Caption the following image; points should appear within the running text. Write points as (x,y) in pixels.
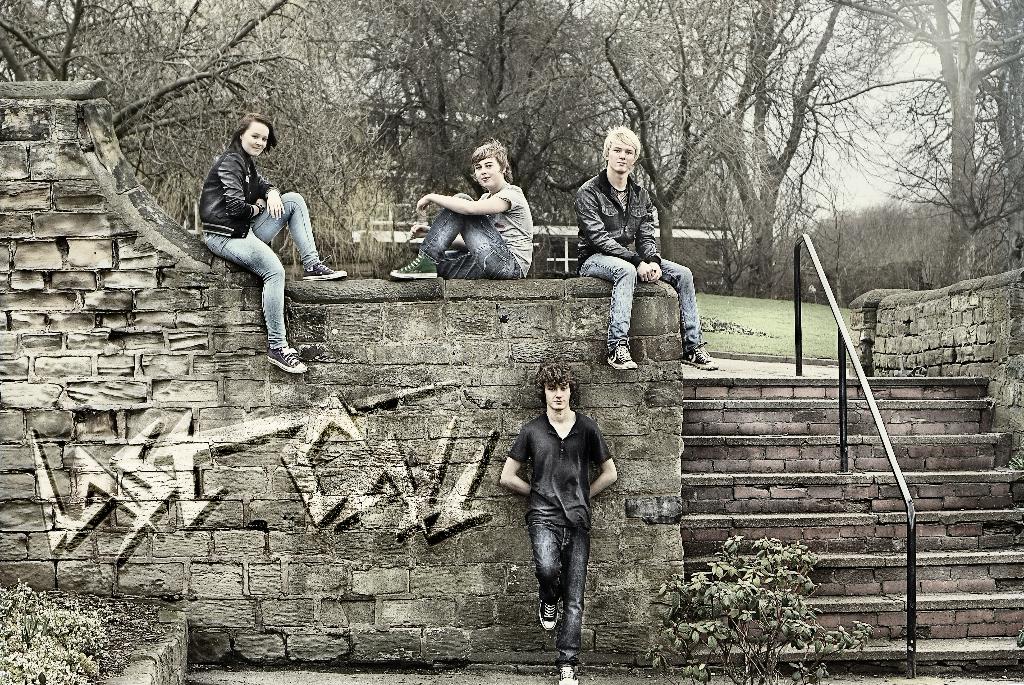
In this image we can see few people (470,240). There are few people (489,237) sitting on the wall (507,308) and a person (554,468) is standing. There is some text (294,465) written on the wall (615,575) in the image. There is a sky (856,161) in the image. There is a grassy land (769,318) in the image. There are few staircases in the image. There are many trees (419,183) and plants (753,567) in the image. There is a building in the image.
